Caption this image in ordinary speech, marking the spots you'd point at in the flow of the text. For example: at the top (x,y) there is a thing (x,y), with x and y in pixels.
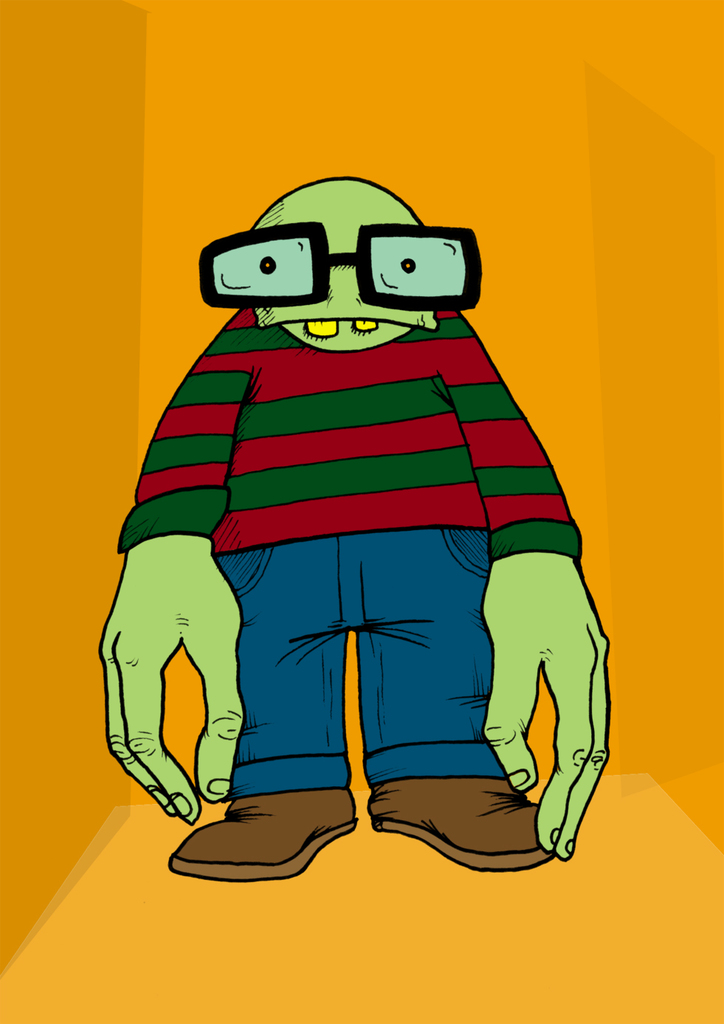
In this image I can see a cartoon character (313,468). I can also see spectacles (399,285), clothes (408,511) and footwears (424,792).
